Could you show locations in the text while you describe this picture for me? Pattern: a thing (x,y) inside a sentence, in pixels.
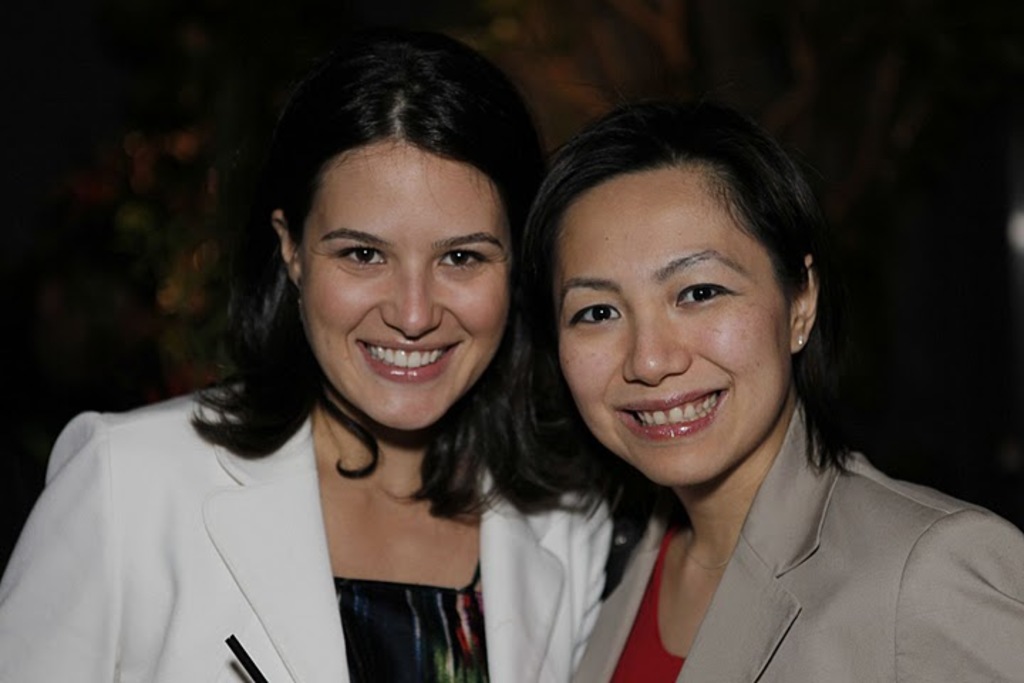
In the center of the image (475,421) two ladies (402,445) are there and they are smiling.
